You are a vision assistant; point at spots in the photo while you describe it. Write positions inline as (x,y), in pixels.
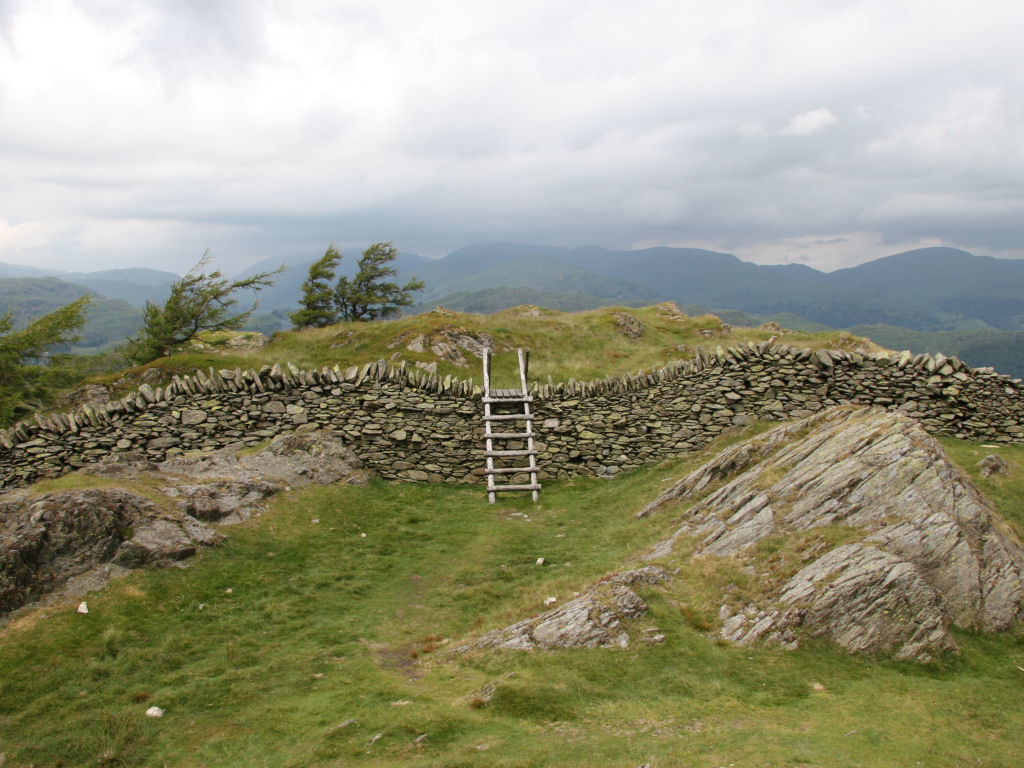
This image is taken outdoors. At the top of the image (188,188) there is a sky (707,212) with clouds (825,167). At the bottom of the image (533,692) there is a ground (322,601) with grass (325,588) and a rock (818,514) on it. In the background (2,287) there are a few hills (899,296). In the middle of the image (451,454) there are many stones (601,422) and there is a ladder (490,427). There are a few trees (203,312).
